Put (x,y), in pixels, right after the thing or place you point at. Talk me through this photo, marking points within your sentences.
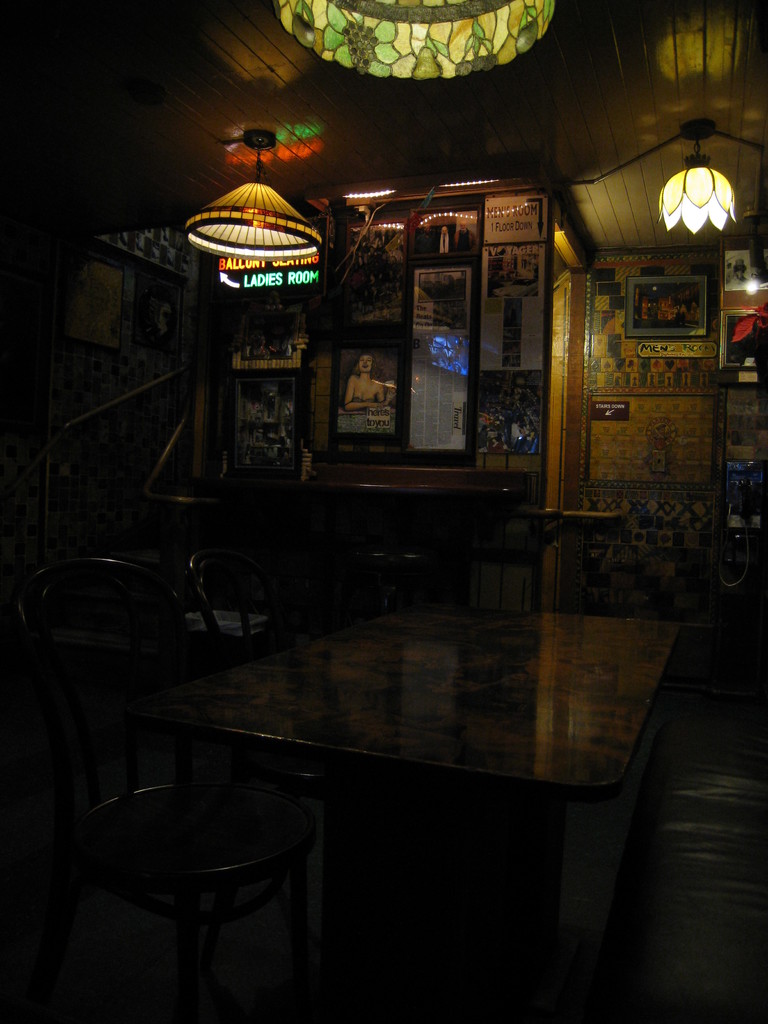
In this picture we can see a table (405,794), chairs (158,820), lamps (717,183), frames (704,291) on the wall (602,464), chandelier (318,6), roof (460,91) and some objects (763,339).
